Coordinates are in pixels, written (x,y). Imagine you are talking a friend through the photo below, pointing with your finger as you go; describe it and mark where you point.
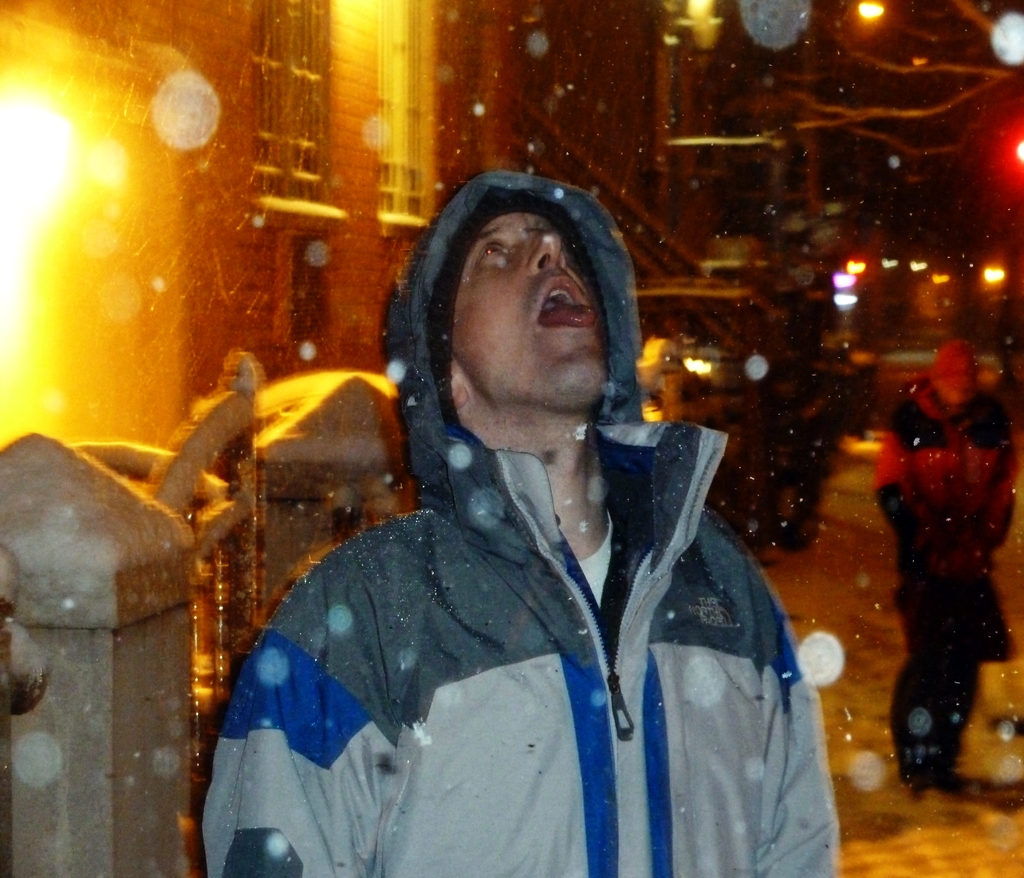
In this image, we can see a person (638,536) beside the wall (276,481) wearing clothes (353,648). In the background (916,251), image is blurred.
